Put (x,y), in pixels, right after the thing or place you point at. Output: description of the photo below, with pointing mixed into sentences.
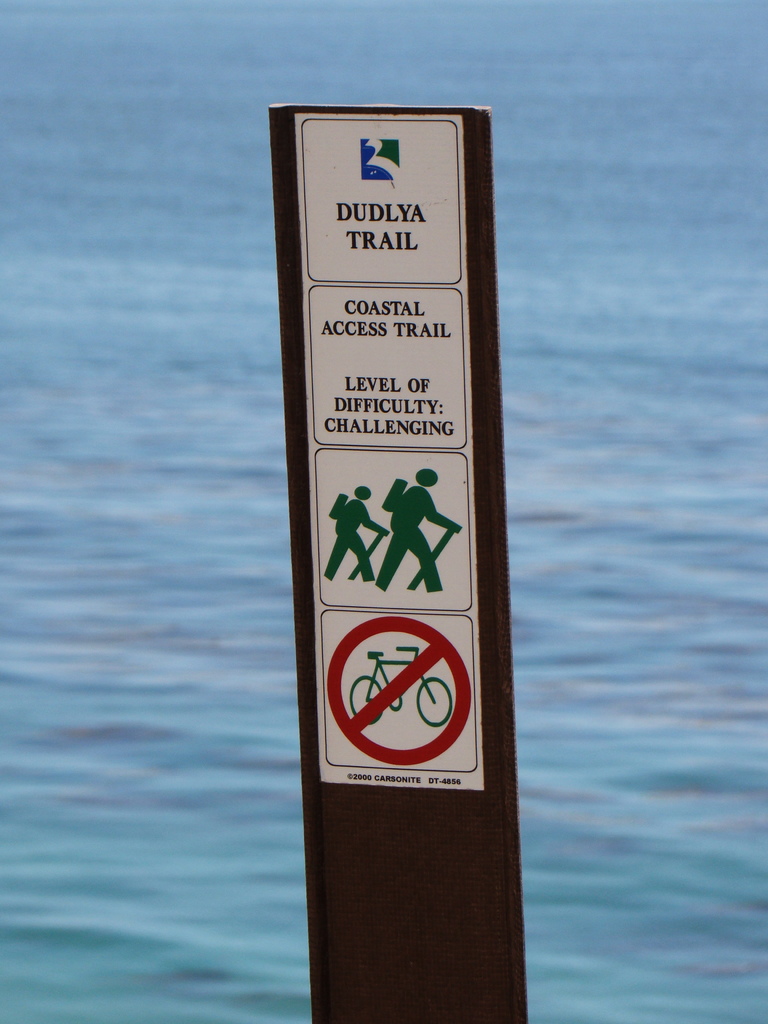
In the image, there is a sign board (491,668) and on that different caution stickers (384,438) are stuck, behind the board (362,203) there is water (222,279).
